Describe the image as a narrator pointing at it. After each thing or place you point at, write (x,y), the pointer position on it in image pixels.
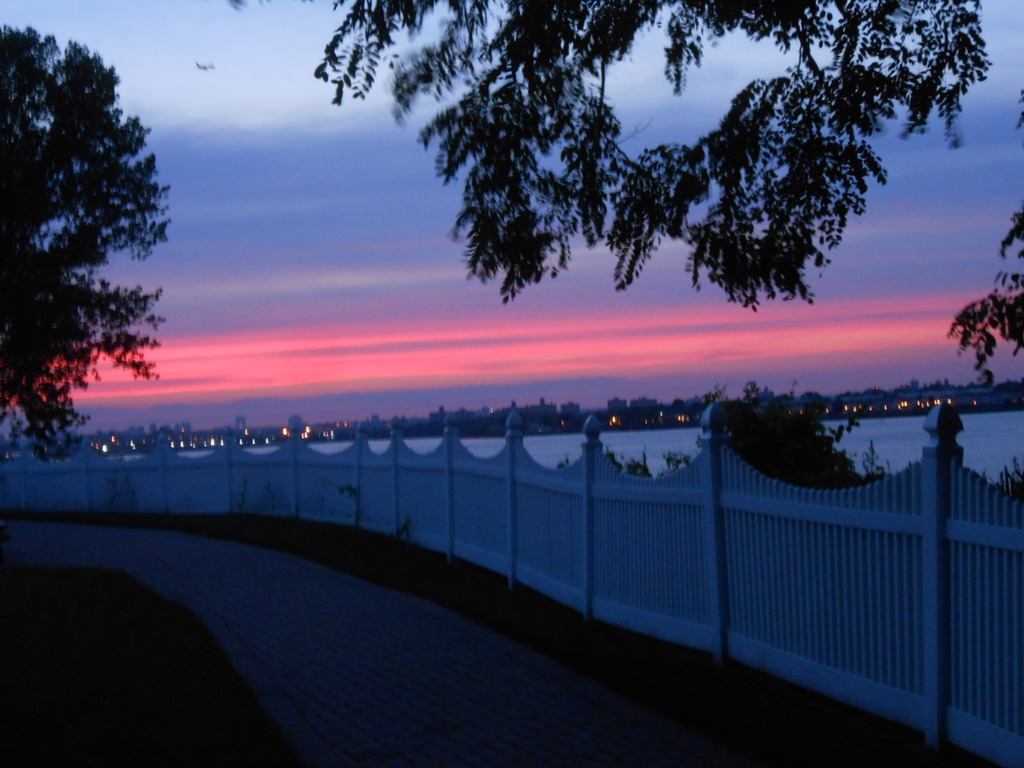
In this image at the bottom (341,627) there is a walkway (331,588), grass (484,618) and in the center (457,494) there is fence (557,478) and also we could see some trees (805,164). In the background (981,439) there is a river (969,437), buildings (982,398), trees (784,423) and lights (839,410). At the top (429,96) there is sky (205,366).
